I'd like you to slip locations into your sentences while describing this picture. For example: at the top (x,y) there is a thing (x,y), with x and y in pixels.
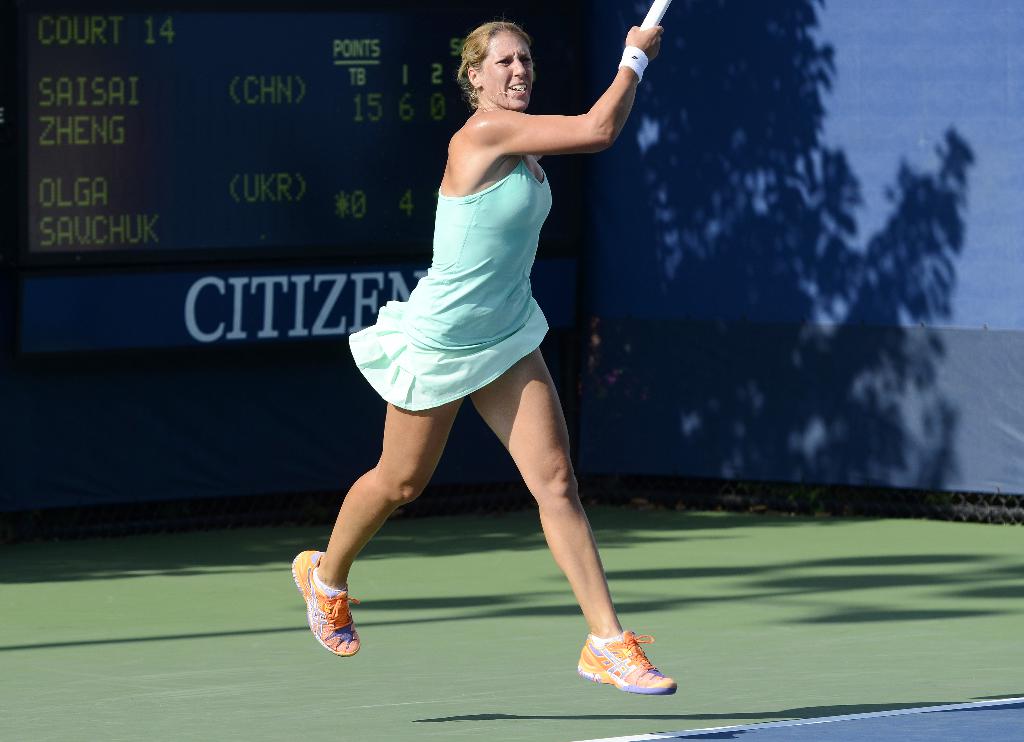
She is playing a game. We can see the background (663,437) is tree shadows (654,419) and name board (562,327).
